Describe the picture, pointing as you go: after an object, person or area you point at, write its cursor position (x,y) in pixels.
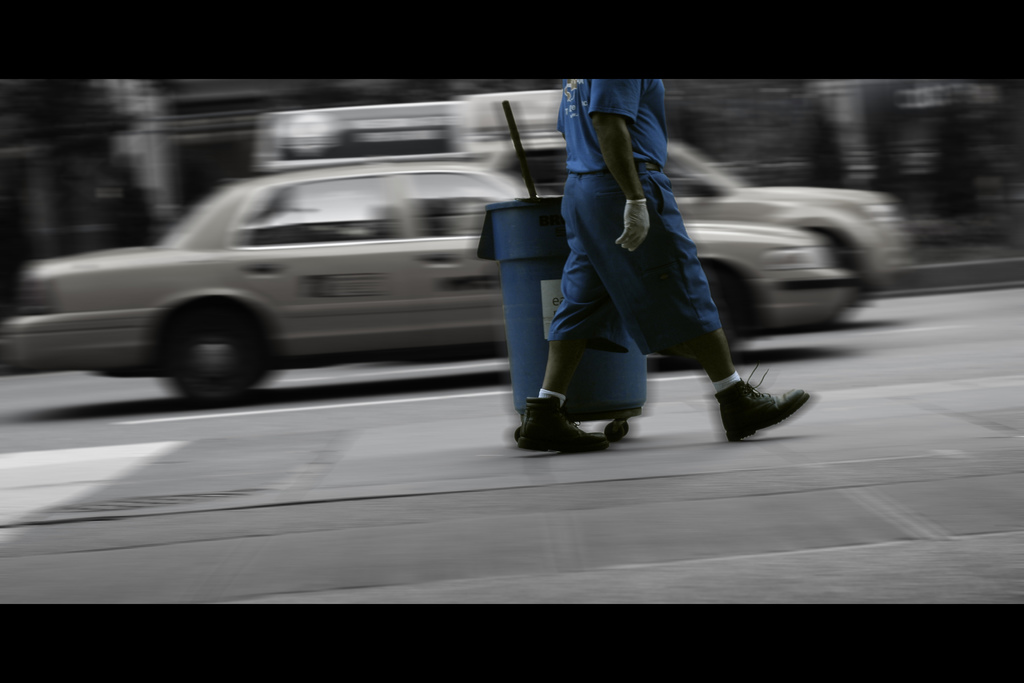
In this image, I can see a person (599,321) walking. This looks like a dustbin (506,260). These are the vehicles (793,253) on the road (848,326). The background (147,136) looks blurry.
